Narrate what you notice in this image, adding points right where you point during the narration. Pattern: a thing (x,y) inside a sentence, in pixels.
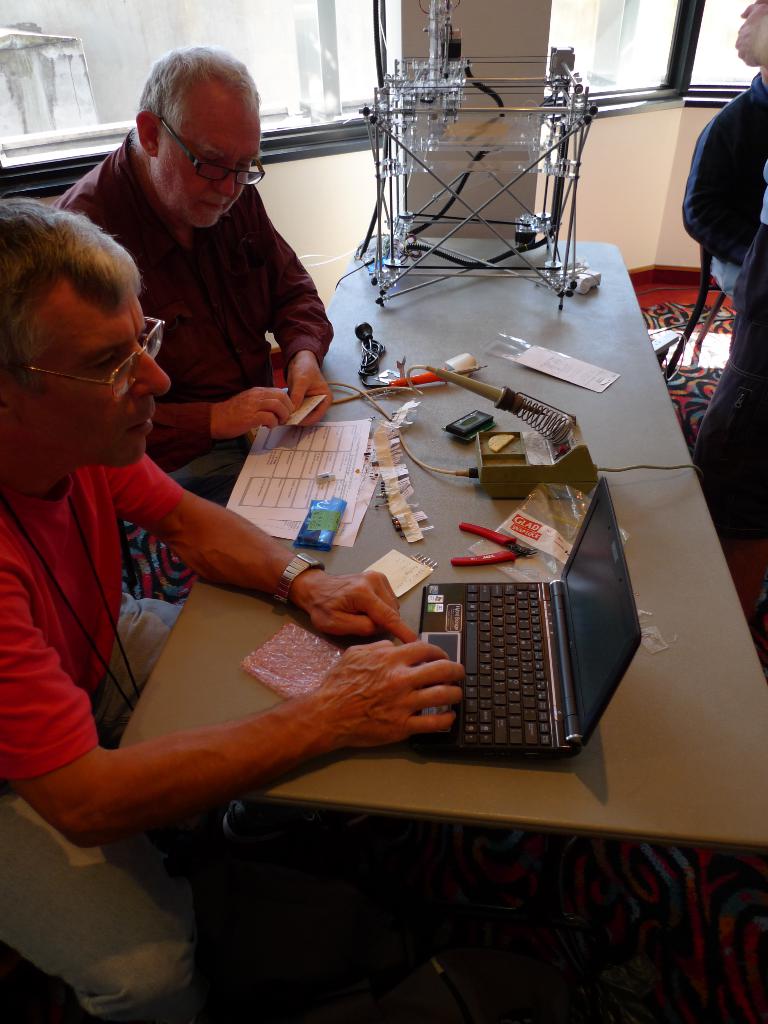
here in this picture we can see two persons (134,478) sitting on the chair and doing some work in the laptop (475,648) which is present on the table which is in front of it, on the table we can see different items (532,570) present on it.
